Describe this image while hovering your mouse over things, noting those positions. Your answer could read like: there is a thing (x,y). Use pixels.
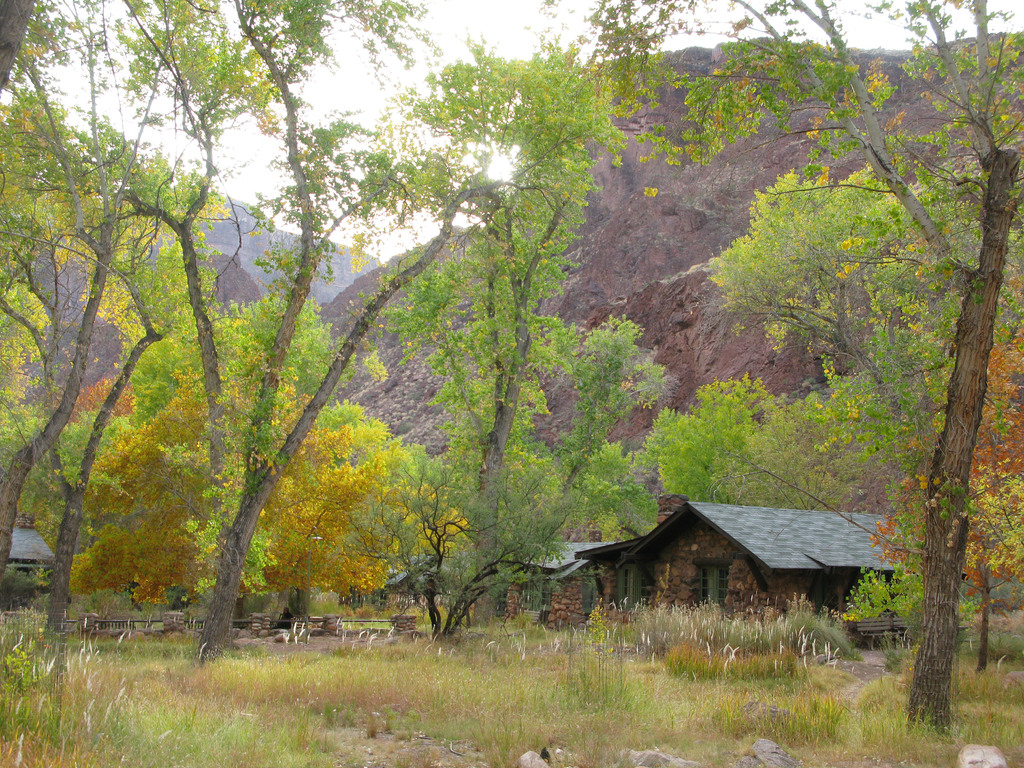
In the image we can see there are rocks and plants (594,744) on the ground (612,683). There are hut shaped buildings (679,566) and behind there are trees (478,389). There are rock hills (665,216) at the back (698,201) and there is a clear sky (179,104).
